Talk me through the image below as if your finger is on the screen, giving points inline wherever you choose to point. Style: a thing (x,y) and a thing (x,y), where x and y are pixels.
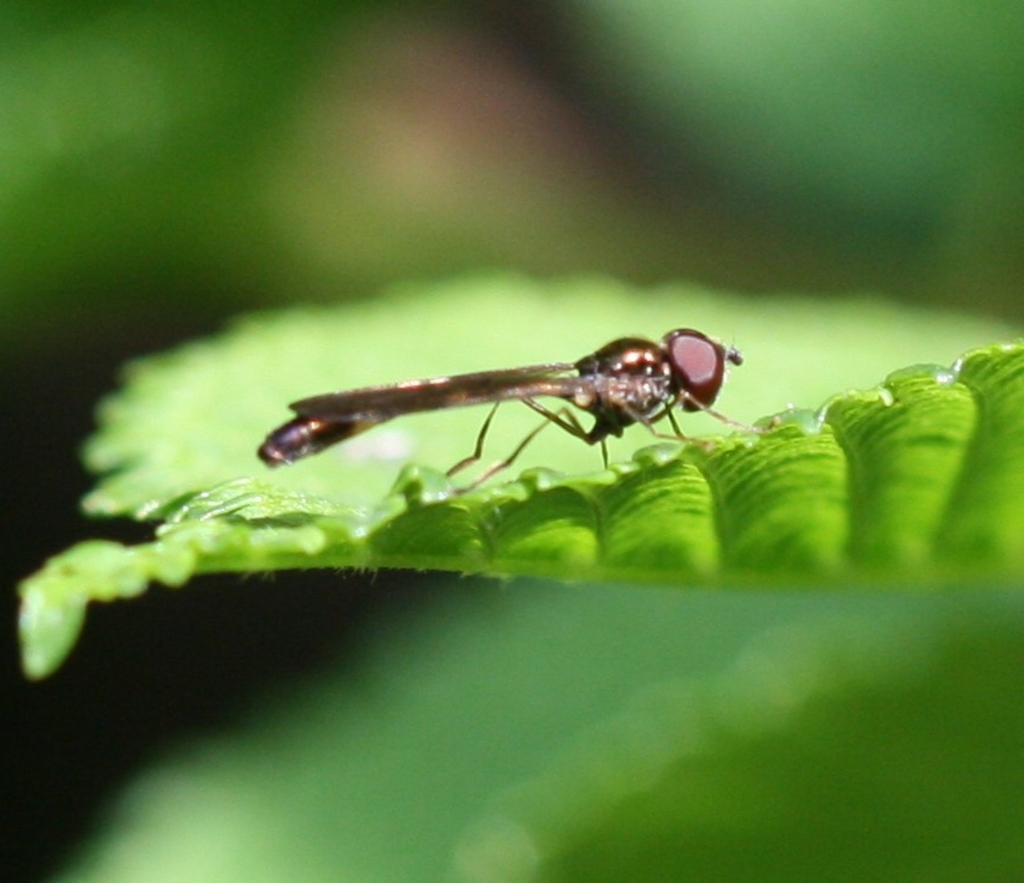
In this image I can see an insect (332,407) on the leaf (525,431).
